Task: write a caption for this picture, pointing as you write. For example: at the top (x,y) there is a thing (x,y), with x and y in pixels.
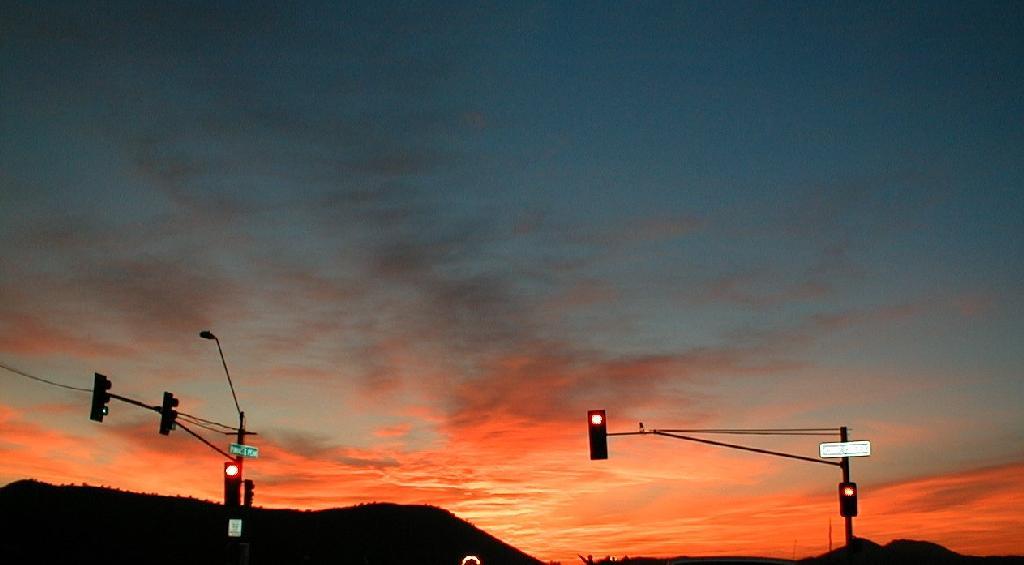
This image consists of traffic lights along with the poles (245,535). In the front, it look like a mountain (176,545). In the background (451,407), there is sky (413,401) along with the clouds (549,344).
